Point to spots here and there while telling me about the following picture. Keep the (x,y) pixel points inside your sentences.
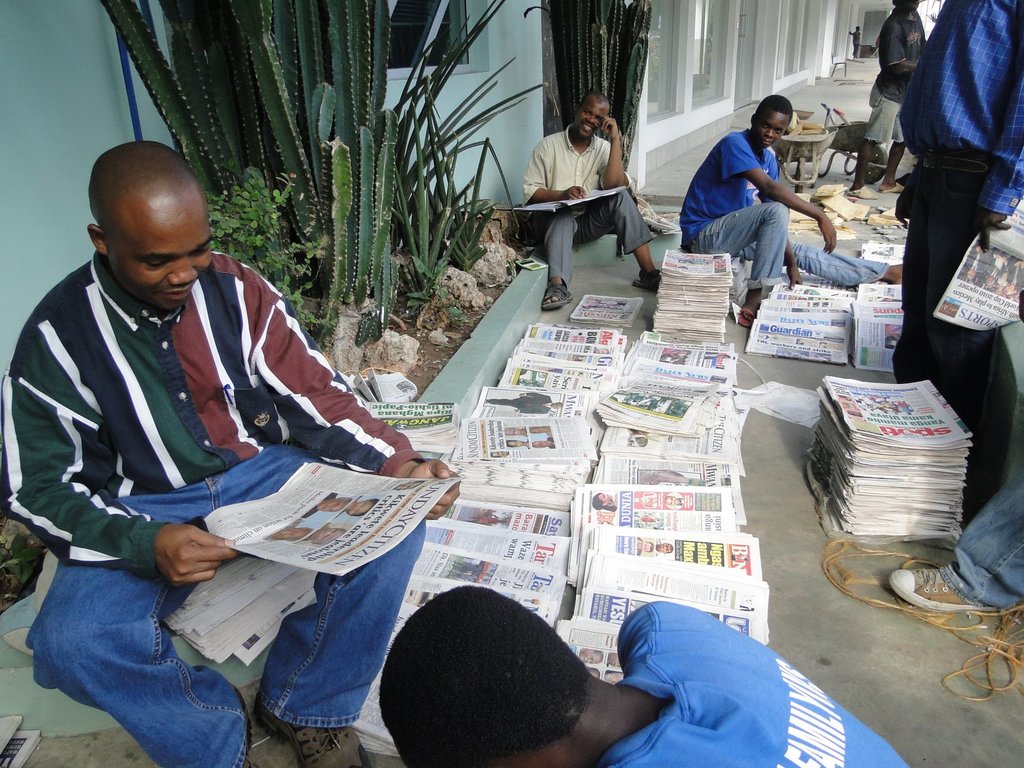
Here we can see plants (388,27), people (534,191), newspapers (613,367), rope (845,538) and things (829,109). Beside these plants (559,73) there is a wall (478,10) and glass windows (391,49).
